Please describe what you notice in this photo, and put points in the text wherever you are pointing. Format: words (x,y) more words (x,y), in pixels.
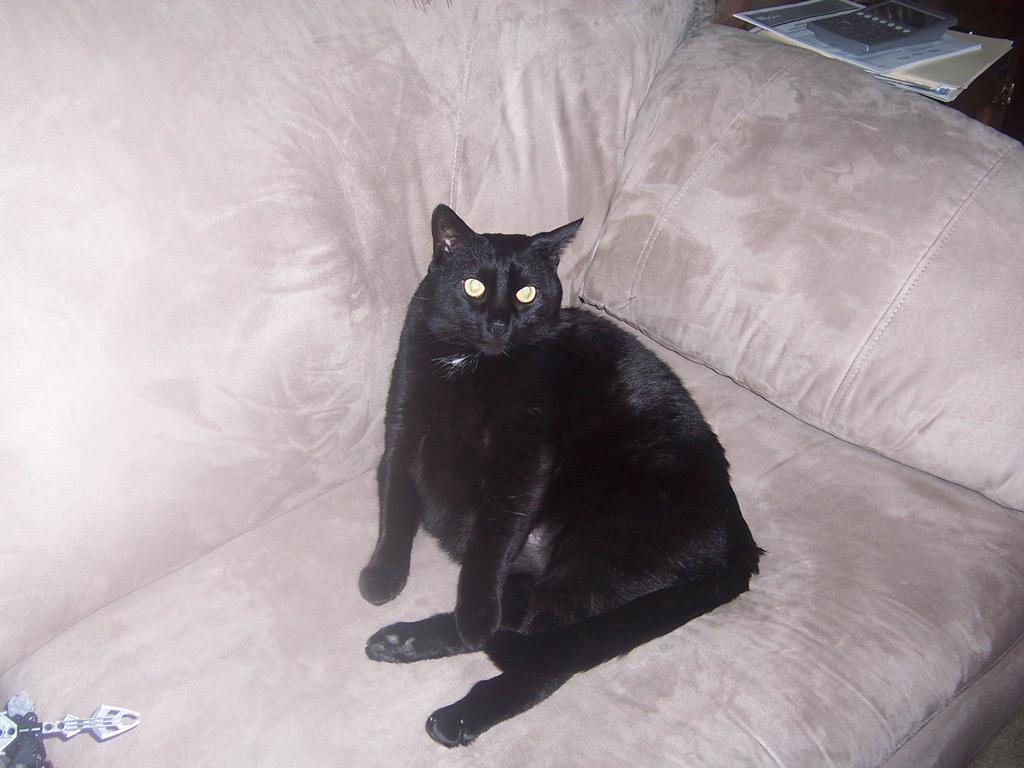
In this image I can see a cat (555,457) which is black in color is sitting on a couch (1009,629) which is cream in color. I can see an object (114,730) on the couch (126,664) and to the right top of the image (931,91) I can see few books (920,67) and a calculator (907,45).
